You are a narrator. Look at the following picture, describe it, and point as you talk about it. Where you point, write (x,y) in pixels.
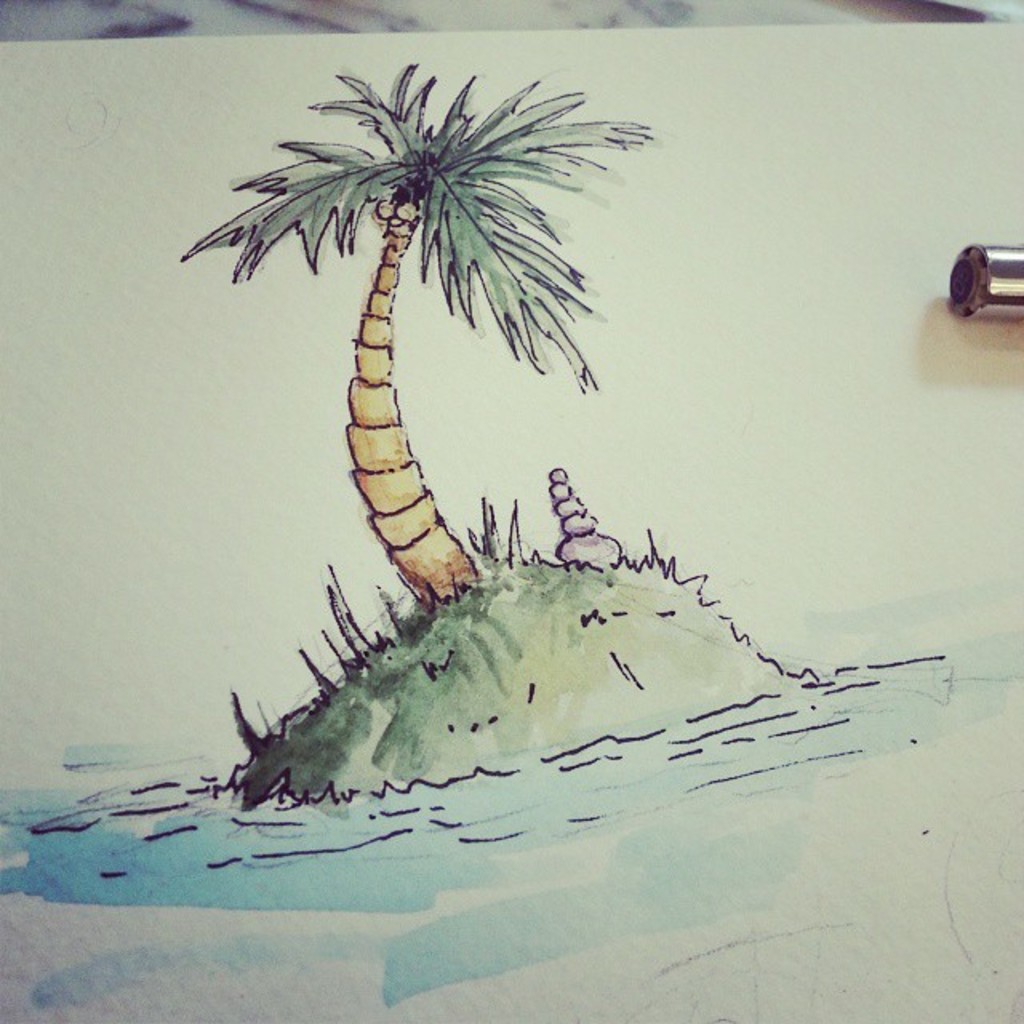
In this image there is an art (464,451). There is a painting (391,263) of a tree (383,425) in the middle (399,482). At the bottom (384,811) there is water (795,759).
